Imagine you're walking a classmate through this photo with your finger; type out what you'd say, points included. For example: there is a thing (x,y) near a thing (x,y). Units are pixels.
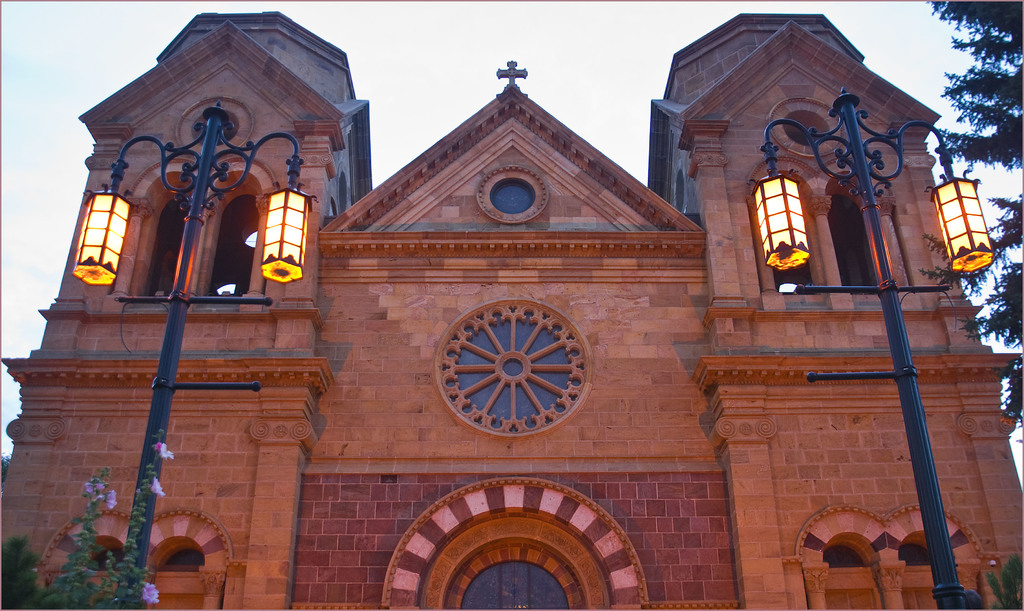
This image consists of a building (390,352) in brown color along with windows (438,358). On the left (197,383) and right, we can see the poles (211,387) along with lights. On the left (90,588), there is a small plant (67,582). On the right (980,288), there is a tree (1017,302). At the top (427,60), there is sky (483,47).
